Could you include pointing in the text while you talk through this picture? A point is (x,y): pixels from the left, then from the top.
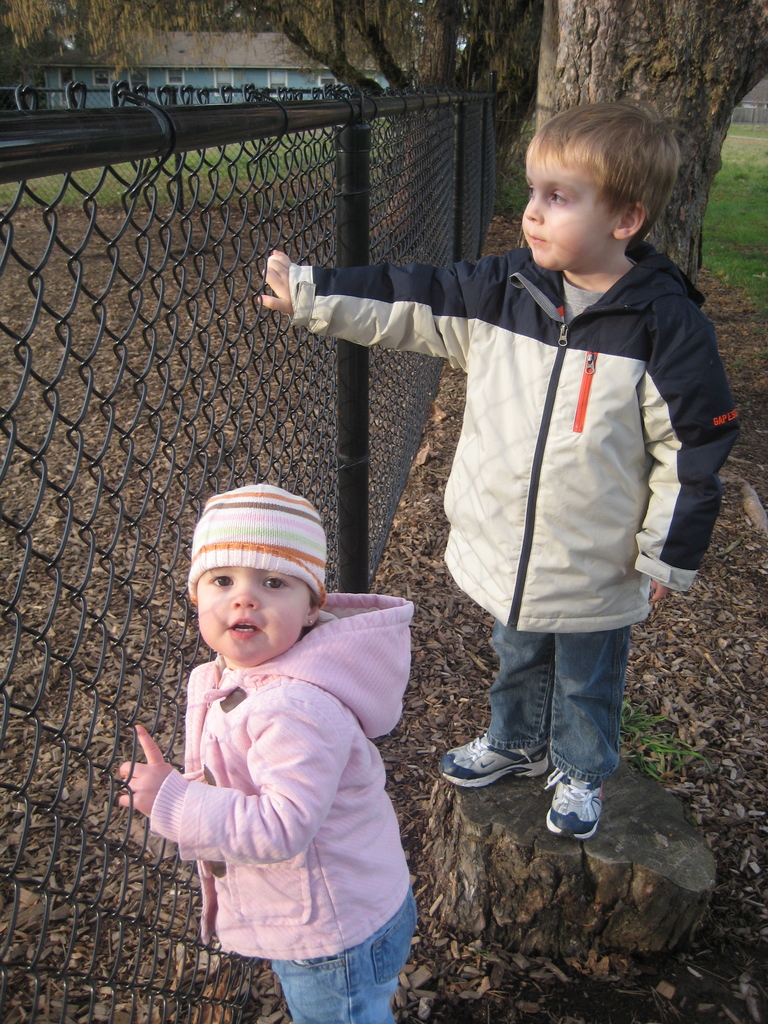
In this picture we can see two kids (245,907) wearing jacket (492,478) standing near the fencing (239,377) and in the background of the picture (28,76) there are some trees (506,114), houses (269,75) and top of the picture (509,99) there are tree branches (524,26).
